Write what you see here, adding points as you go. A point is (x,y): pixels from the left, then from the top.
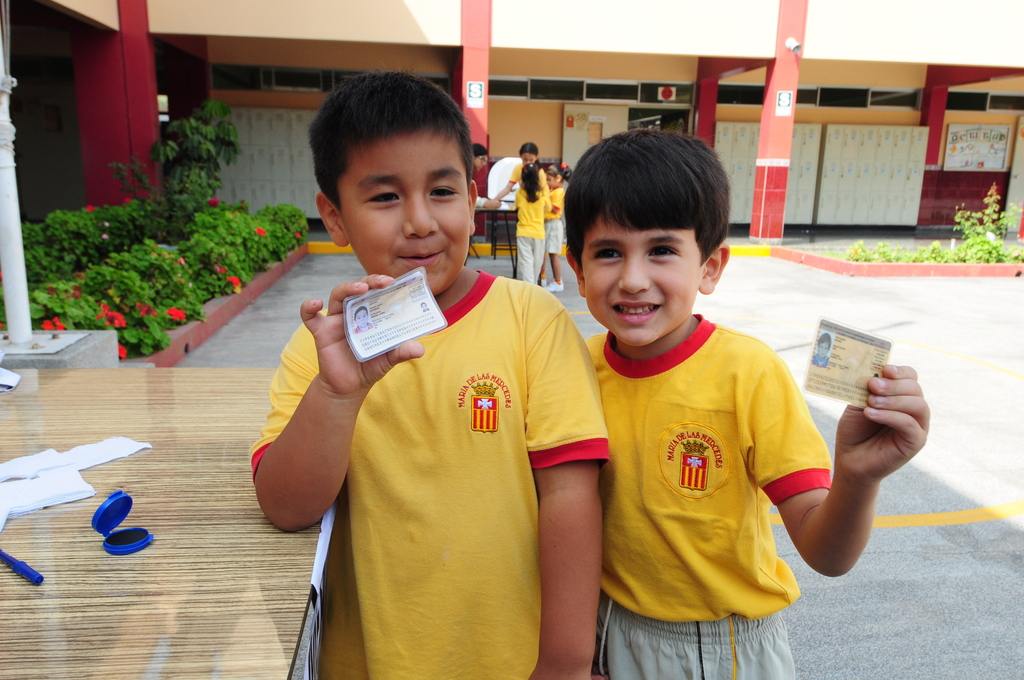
In this image, there are a few people (647,350). Among them, some people (659,370) are holding some objects (857,381). We can see the ground (879,241) and some tables (493,242) with objects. We can see some pillars (781,161) with posters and an object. We can also see the wall (823,122) and some boards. There are a few plants (859,254), a tree (212,190). We can see a pole (23,330) on the left (19,294).
